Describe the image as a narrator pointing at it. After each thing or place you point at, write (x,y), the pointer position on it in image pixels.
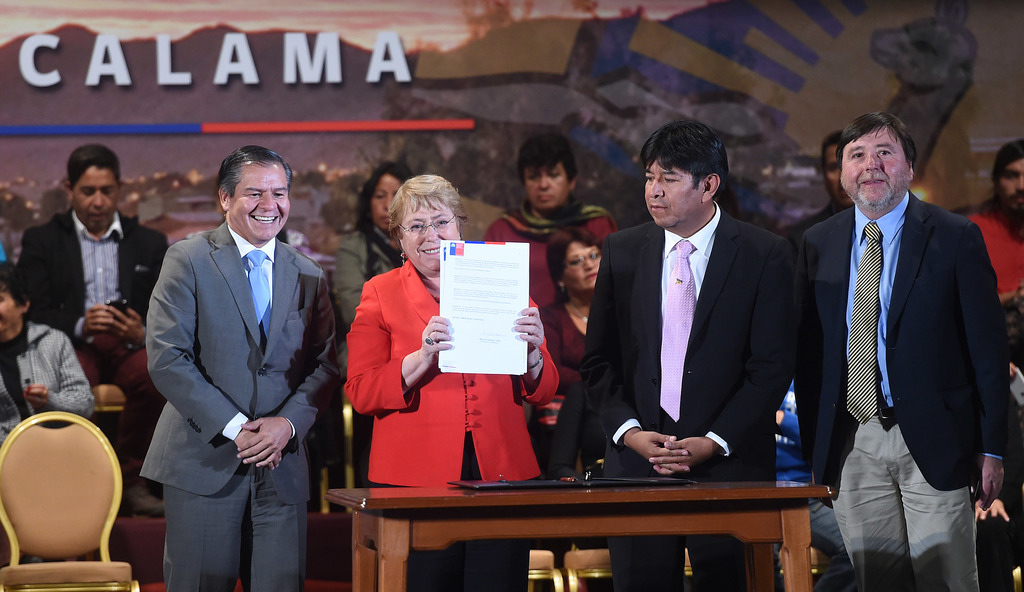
In this image I can see a woman (431,384) wearing red color dress (399,412) is standing and holding few papers (460,265) in her hand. I can see a chair (74,491), a table (505,524) and few persons (724,276) standing beside her. In the background (115,313) I can see few persons (141,290) sitting and a huge banner (528,85) in which I can see few mountains (520,117), few lights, few buildings (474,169), few trees (487,171) and the sky (320,15).
